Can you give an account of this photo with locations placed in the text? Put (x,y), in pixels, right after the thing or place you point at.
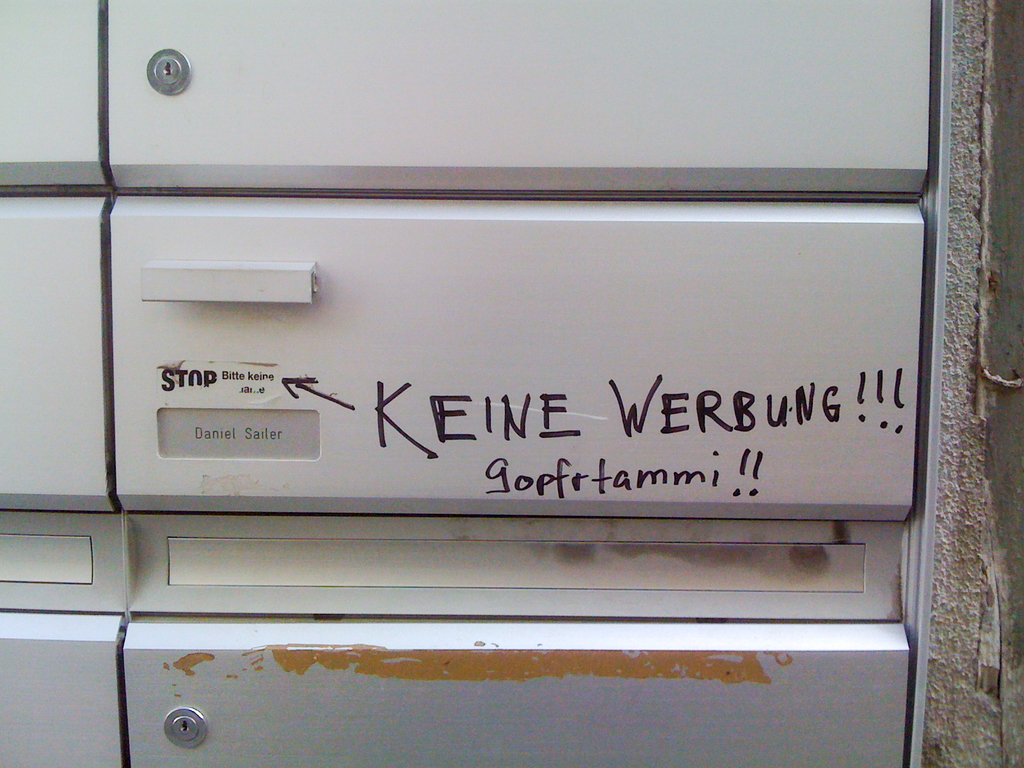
Here I can see few racks (456,532) which are in white color. On the rack (497,395) I can see some text (763,395). On the right side (962,436) there is a wall (960,364).
